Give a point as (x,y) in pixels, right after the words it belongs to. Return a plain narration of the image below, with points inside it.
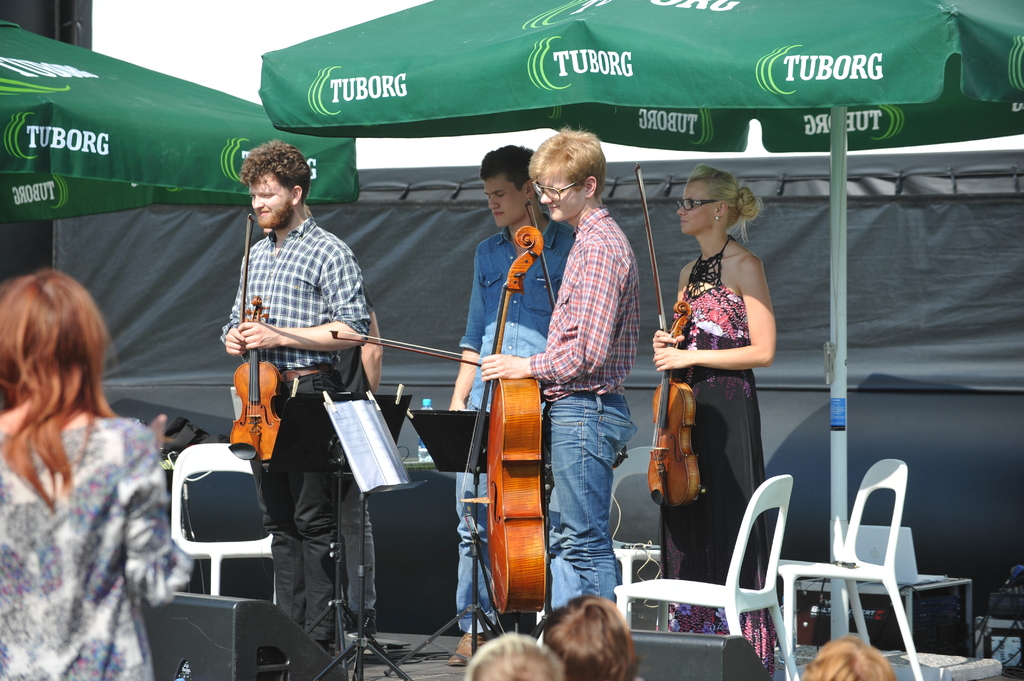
In this image we can see persons (487,363) standing on the floor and holding musical instruments (495,399) in their hands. In the background (599,132) we can see parasols (191,162), chairs (861,577), laptops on the tables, disposable bottles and persons (84,585) standing on the ground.
